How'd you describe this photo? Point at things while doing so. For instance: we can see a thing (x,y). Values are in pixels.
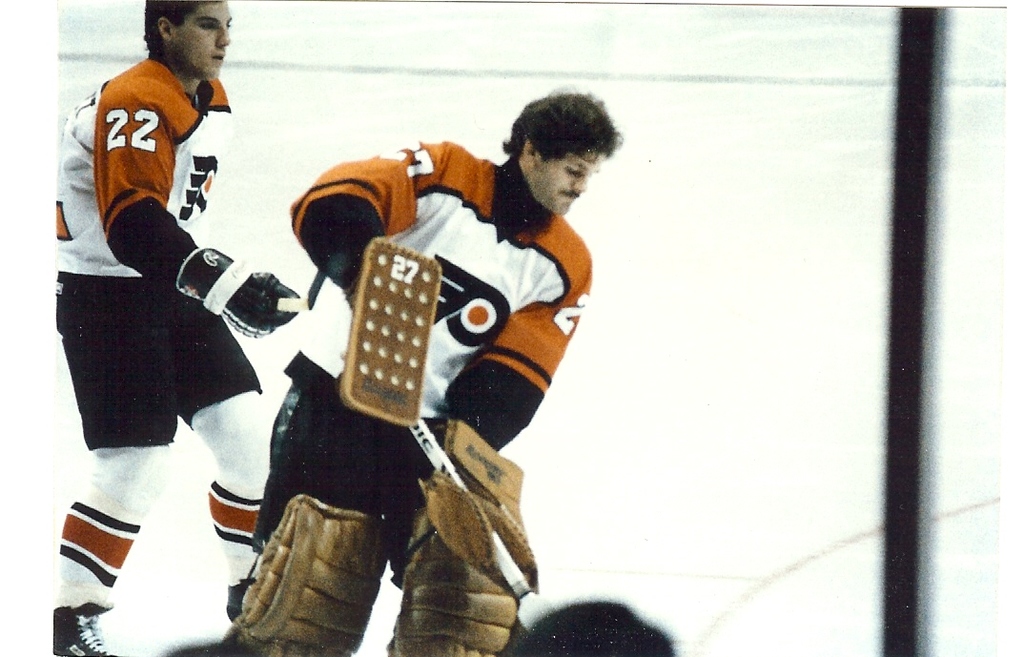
This picture seems to be clicked inside. On the left (199,139) we can see the two persons (186,246) wearing t-shirts (175,267), holding some objects (472,551) and seems to be standing. On the right (925,39) we can see a black color object (914,45) seems to be the pole (924,25) and we can see the ice (639,150) and some other objects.
